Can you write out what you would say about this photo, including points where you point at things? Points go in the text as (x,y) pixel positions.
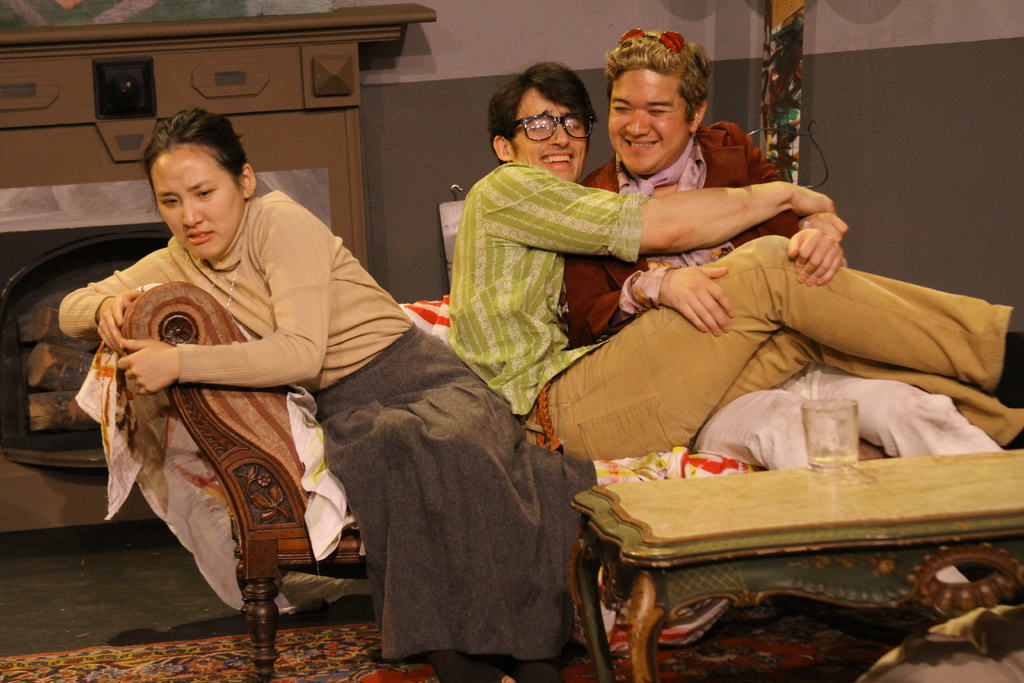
In this image I see a woman (400,313) and 2 men (567,167) side to her and both of them are smiling. I can also see that there are sitting on a sofa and there is a table (1015,570) in front (860,481) and there is a glass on it. In the background (415,223) I see the wall (1019,296).
